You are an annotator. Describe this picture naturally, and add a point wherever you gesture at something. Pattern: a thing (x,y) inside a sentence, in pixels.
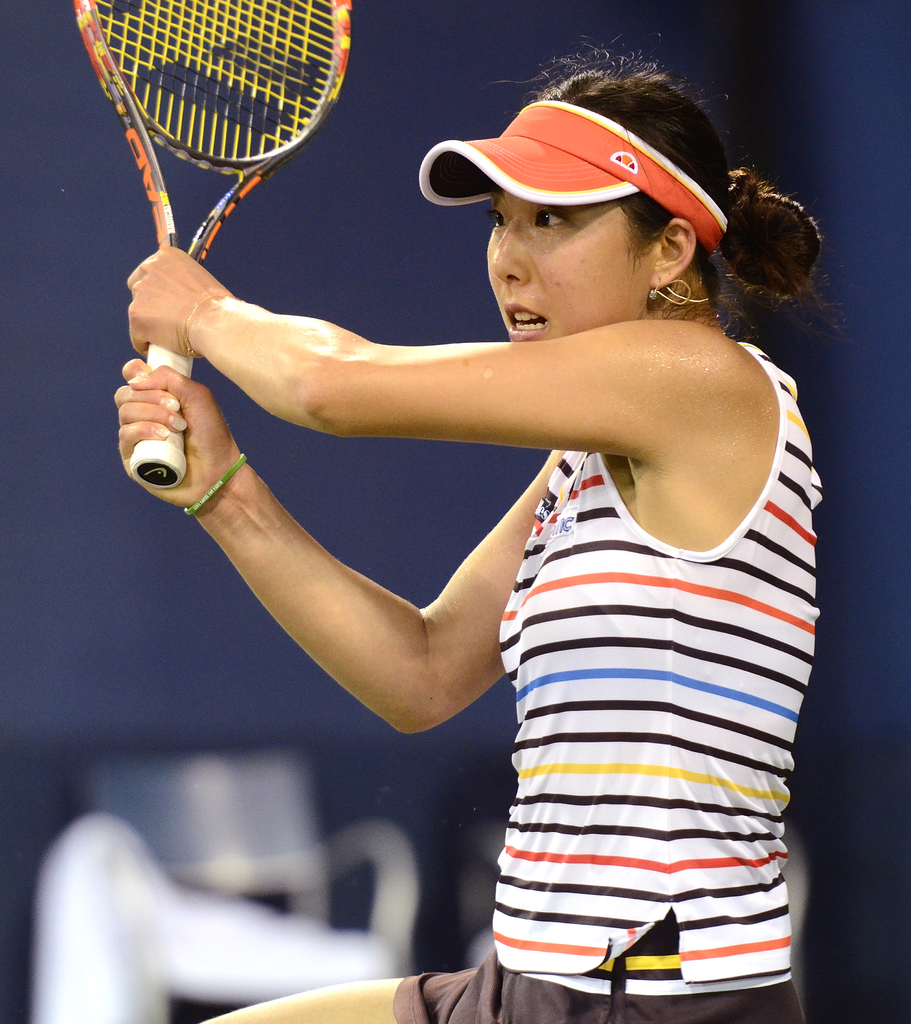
a person (550,656) is standing, holding a racket (163,136) in her hand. she is wearing a orange cap (555,166).
